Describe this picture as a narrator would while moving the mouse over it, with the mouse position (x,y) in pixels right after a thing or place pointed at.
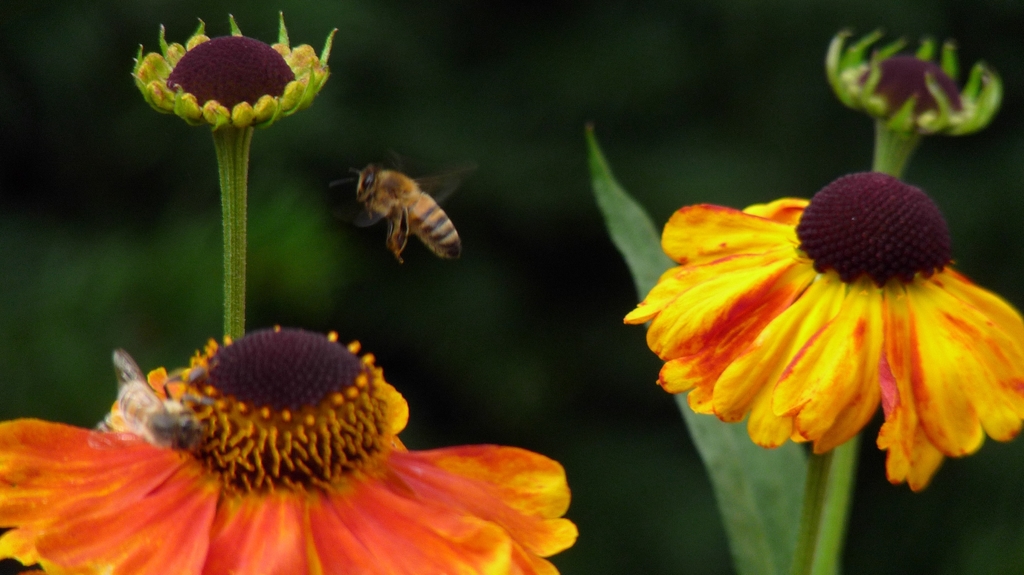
In this image, we can see some flowers (831,253). There is a bee (441,229) in the middle of the image (405,209). In the background (662,100), image is blurred.
